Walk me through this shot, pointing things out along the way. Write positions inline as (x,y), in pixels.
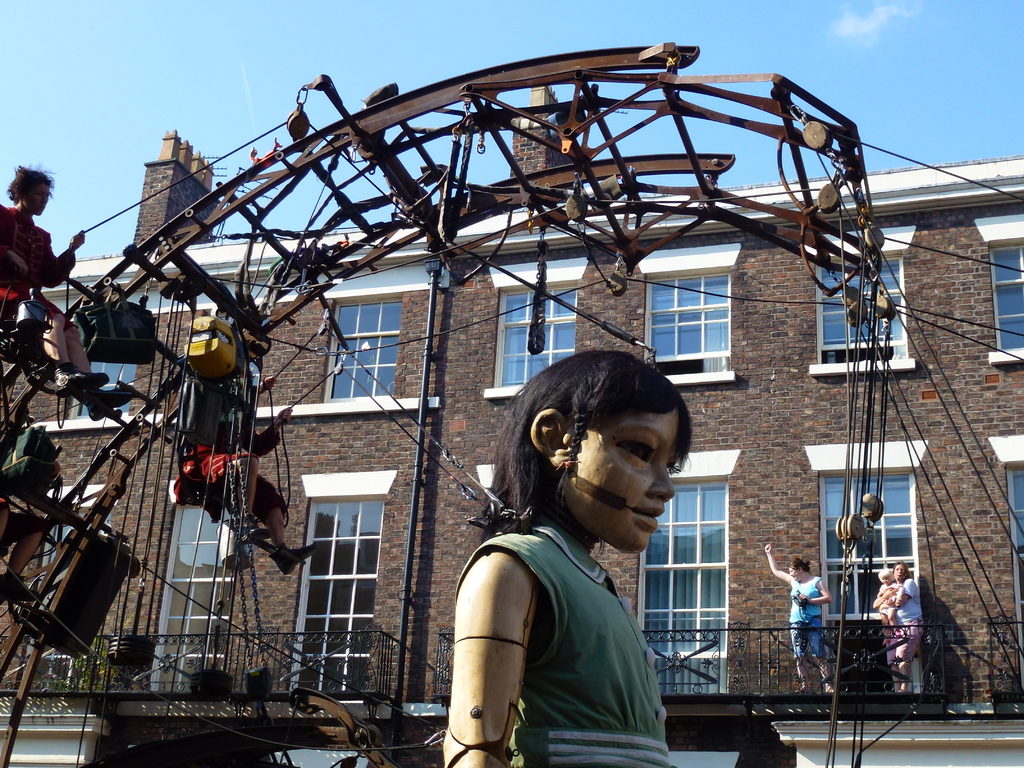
In this image we can see that there is an arch like structure (404,175) to which there are few people (71,243) hanging with the ropes (237,516). In the background (422,407) there is a building (415,484) with the glass windows (331,539). At the bottom (534,644) there is a statue (521,507). At the top (142,57) there is the sky (142,48).
